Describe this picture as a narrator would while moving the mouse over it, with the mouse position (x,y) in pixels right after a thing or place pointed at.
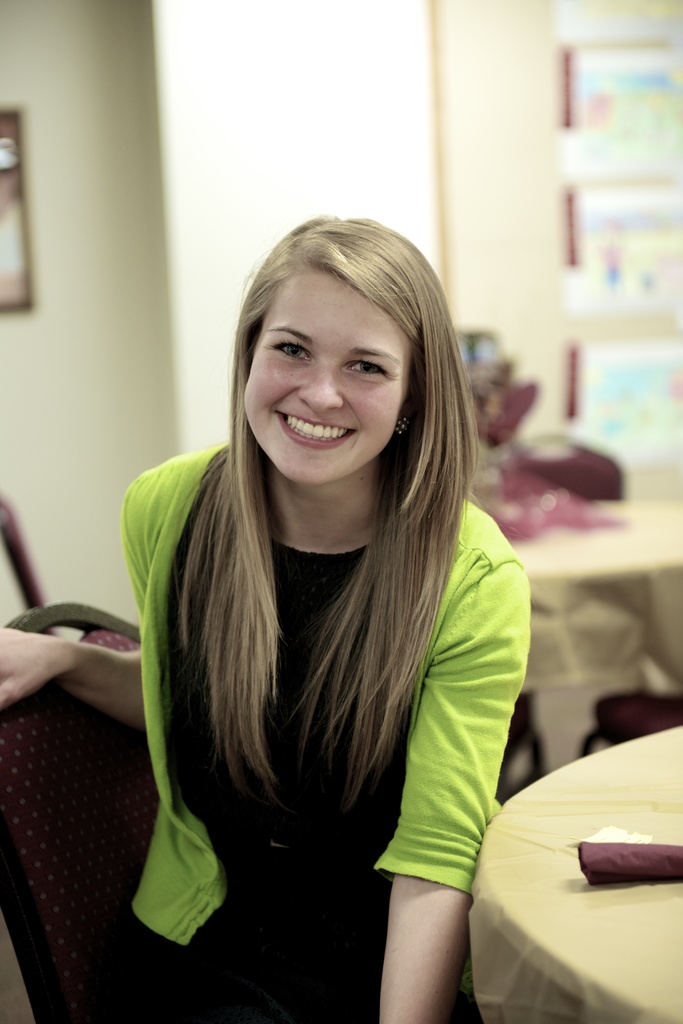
In this image i can see a woman (329,628) wearing a green jacket (408,777) and black dress (318,875) sitting on a chair (111,817). I can see smile (330,433) on her face (315,413) and in the background (290,164) i can see a wall (191,190) and a photo frame (6,126) attached to it.
